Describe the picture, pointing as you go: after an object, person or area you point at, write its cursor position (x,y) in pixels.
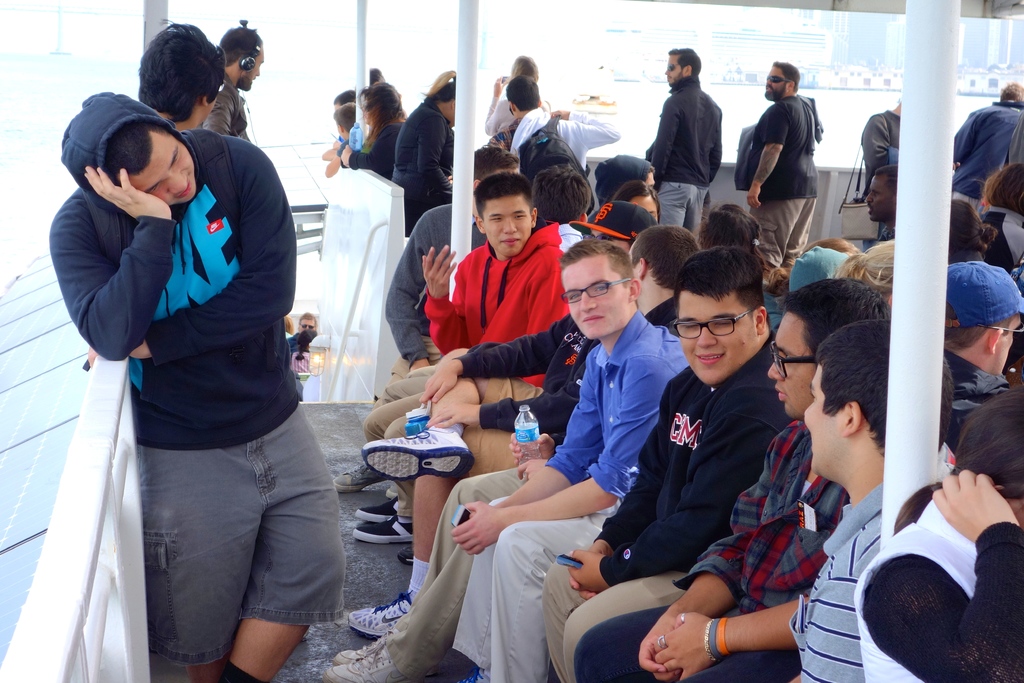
I think this picture is taken outside. There are group of people (517,443) sitting and standing. Towards the left (174,355) there is a person (269,399) wearing blue sweater (230,330), grey shorts (316,485) and leaning to a hand rail (67,493). Towards the right (918,523) there is a woman (1019,426), she is wearing a white dress (885,548). There are three poles (911,299) in the middle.
